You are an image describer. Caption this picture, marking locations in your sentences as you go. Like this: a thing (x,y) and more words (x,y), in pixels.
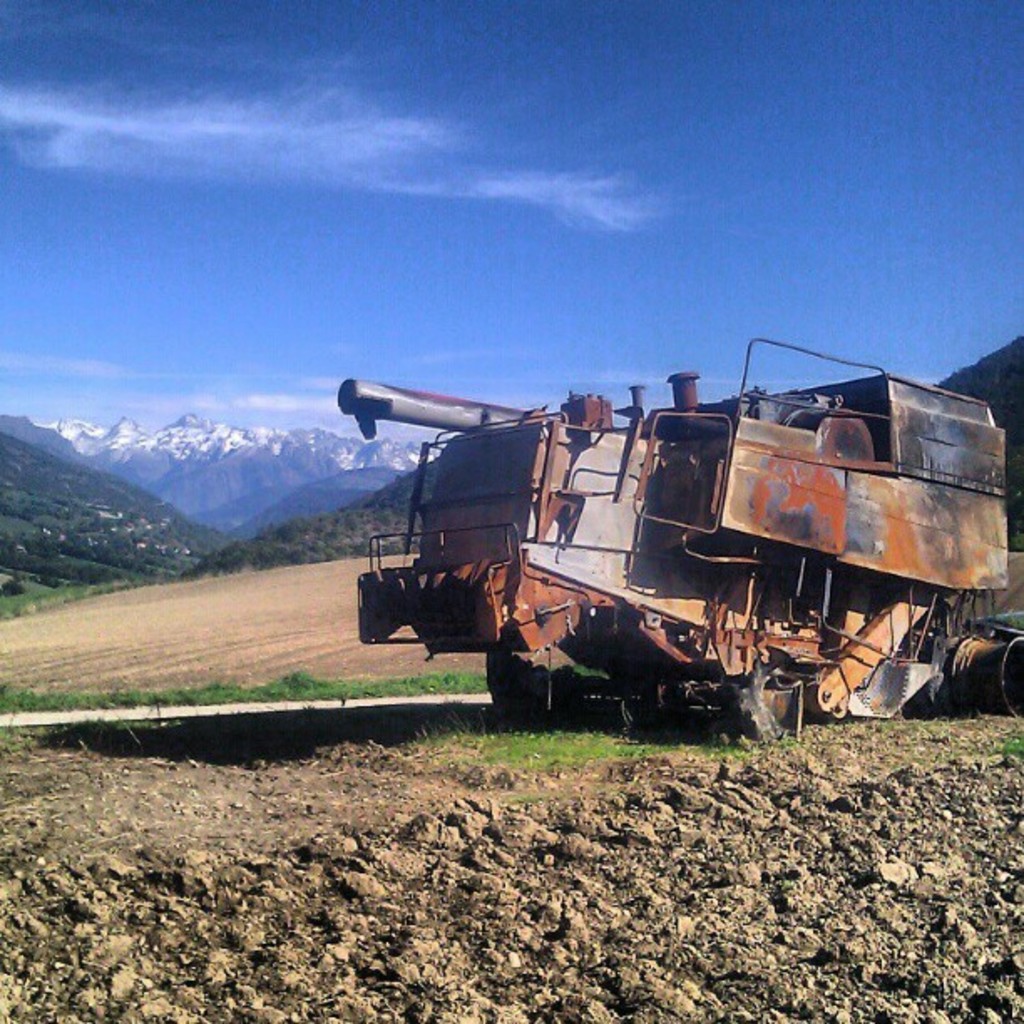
At the bottom of the picture (450,858), we see the stones (619,865). On the right side (839,435), we see a vehicle (610,593) in red color. Beside that, we see grass (424,690). There are trees (161,515) and hills (279,479) in the background (294,450). At the top of the picture (474,142), we see the sky (400,128), which is blue in color.
